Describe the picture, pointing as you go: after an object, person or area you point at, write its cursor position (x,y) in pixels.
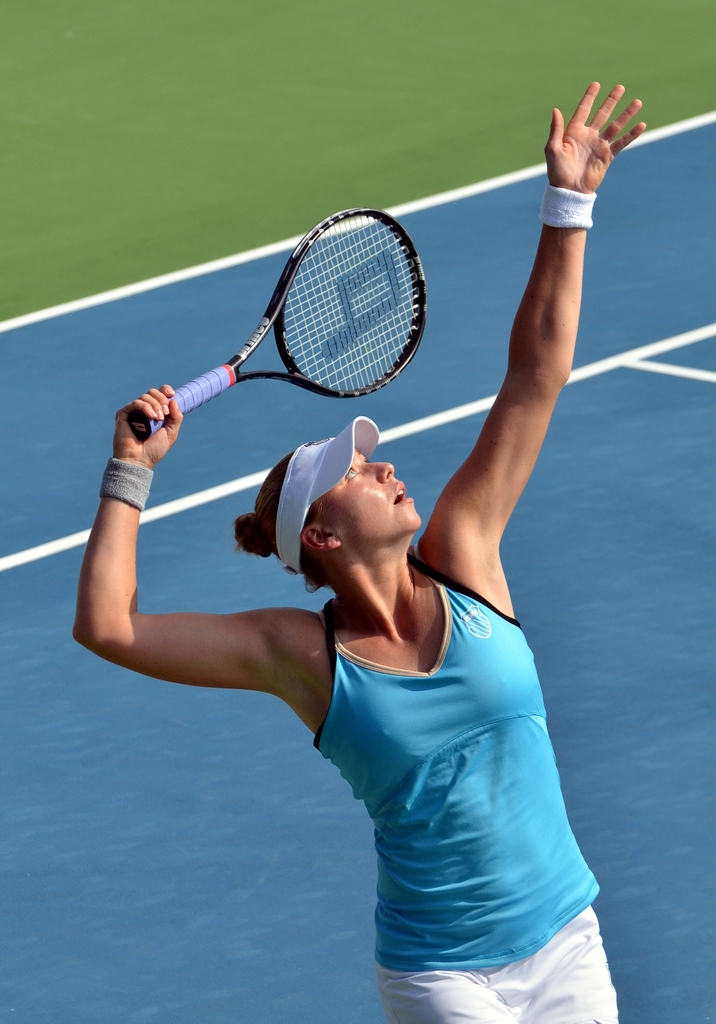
In this picture we can see a woman (329,496) holding a bat (284,376) and standing in a ground (654,430).
